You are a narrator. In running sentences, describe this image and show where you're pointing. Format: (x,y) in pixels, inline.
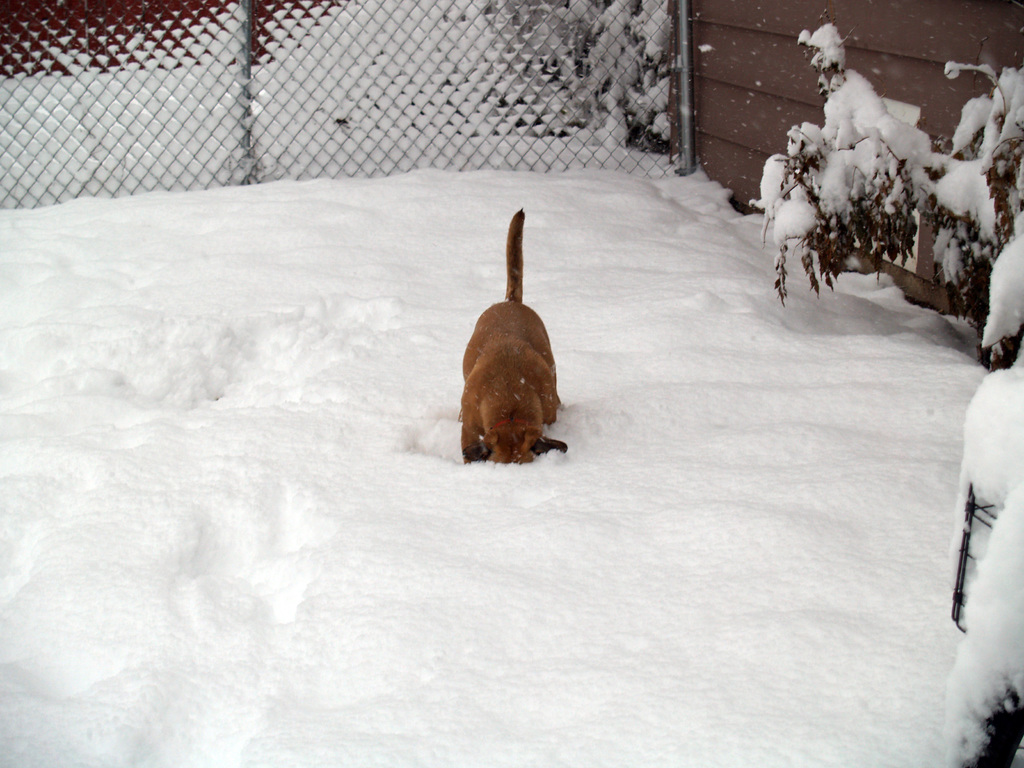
In the center of the image (486,343) we can see dog (480,401) on the snow (533,490). In the background (249,53) we can see fencing (249,53) and house (765,83).
